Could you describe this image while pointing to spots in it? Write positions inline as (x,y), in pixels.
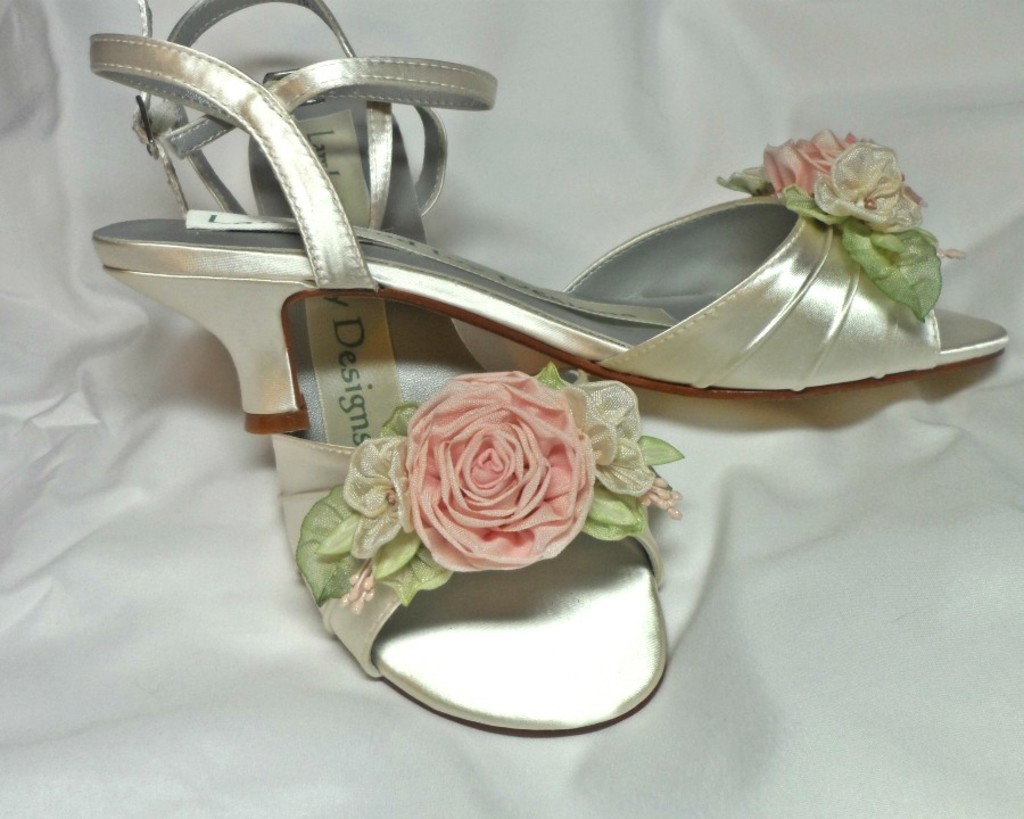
In this picture I can see a pair of footwear (230,227) on the cloth (136,204).
